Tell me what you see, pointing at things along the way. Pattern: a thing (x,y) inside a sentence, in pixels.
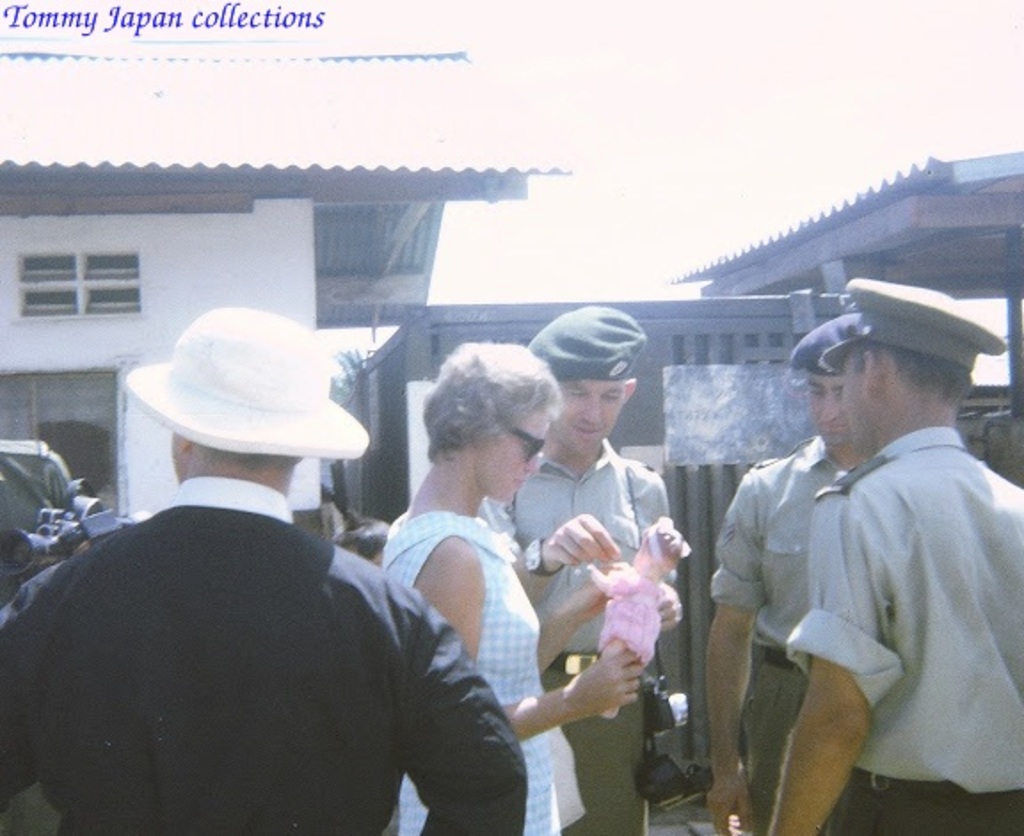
In this image, at the foreground (884,450) I can see many people (838,385) are standing, in the background (981,380), I can houses (510,186) and some of them are wearing caps (855,315).
